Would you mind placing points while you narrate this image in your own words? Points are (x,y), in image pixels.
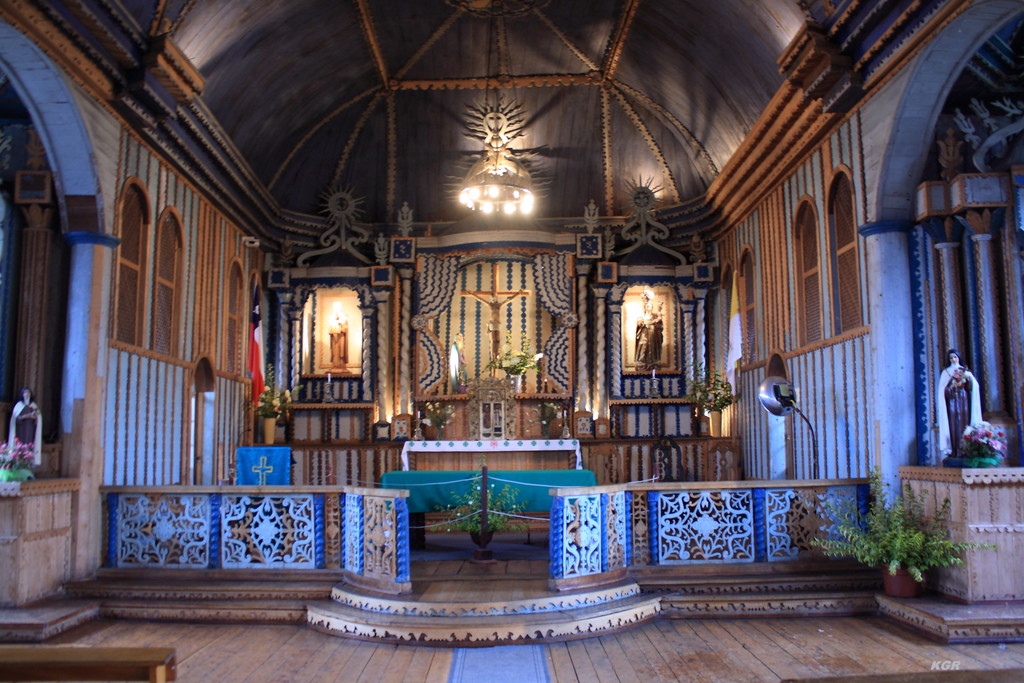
This is an inside view of a building (312,470). In this picture we can see a few houseplants (901,561), statues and a text (949,665) is visible in the bottom right (935,669). There is a cross sign (264,465) visible on a blue surface (256,474). We can see a flag (253,379) on the left side (259,357). Some lights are visible on top (527,205).
